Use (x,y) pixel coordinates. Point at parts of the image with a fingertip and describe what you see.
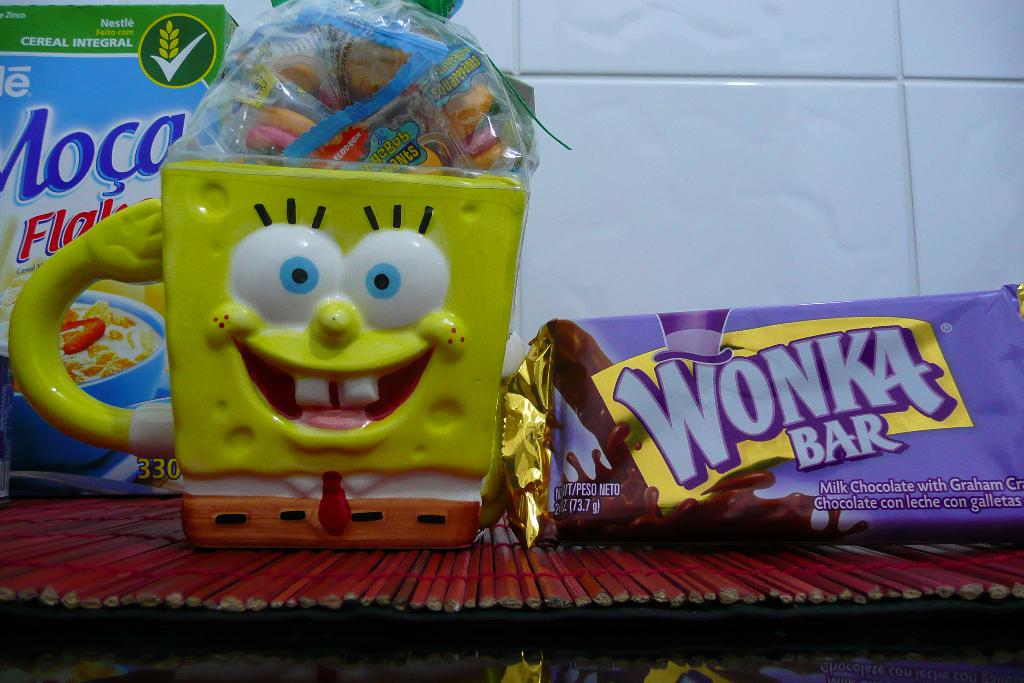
In this image we can see a cup (314,331), candies (432,156), box (12,69) and an object (628,491). In the background of the image (633,172) there is a tiled wall (874,164). At the bottom of the image (649,614) there is an object (470,593).
